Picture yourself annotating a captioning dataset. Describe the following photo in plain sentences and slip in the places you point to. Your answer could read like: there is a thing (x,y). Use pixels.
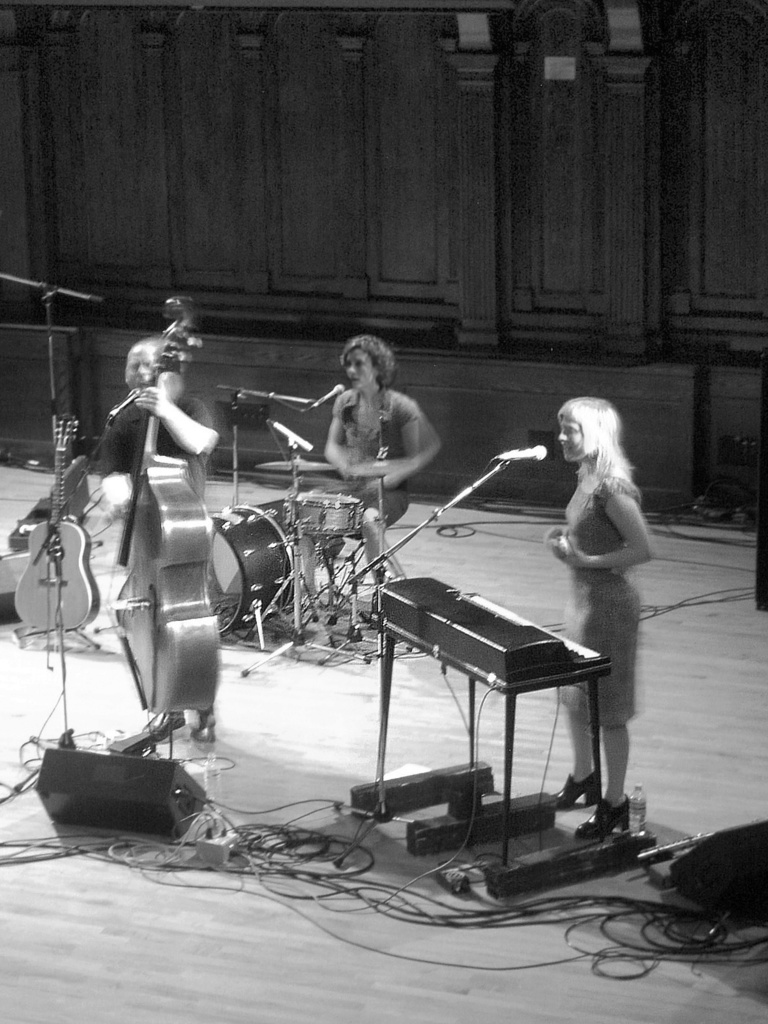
In this image we can see three people (610,701) on the stage (191,750). Here we can see a man (161,418) on the stage (78,696). He is playing a double bass (142,588) and he is singing on a microphone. Here we can see a woman (369,351) sitting on a chair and she is playing the snare drum (346,499). Here we can see a woman (573,423) on the right side (590,768) and she is also singing on a microphone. Here we can see the piano (481,606) on the stage (487,719). Here we can see the wires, drums (242,542) and a guitar (69,542) on the stage (401,855).
